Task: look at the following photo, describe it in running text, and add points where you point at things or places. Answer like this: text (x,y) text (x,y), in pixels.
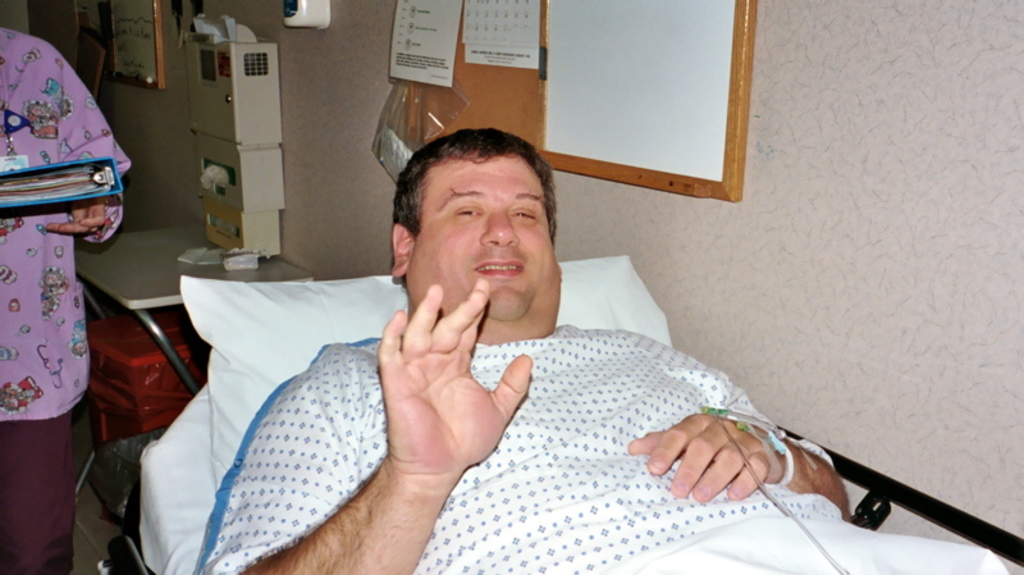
In this image I can see two people (352,367) with different color dresses (354,457). One person (36,330) is standing and holding the file (2,200) and another person (380,347) lying on the bed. In the background (163,253) I can see some boxes (216,154) on the table (153,251). I can also see the boards (402,15) to the wall (707,227).
